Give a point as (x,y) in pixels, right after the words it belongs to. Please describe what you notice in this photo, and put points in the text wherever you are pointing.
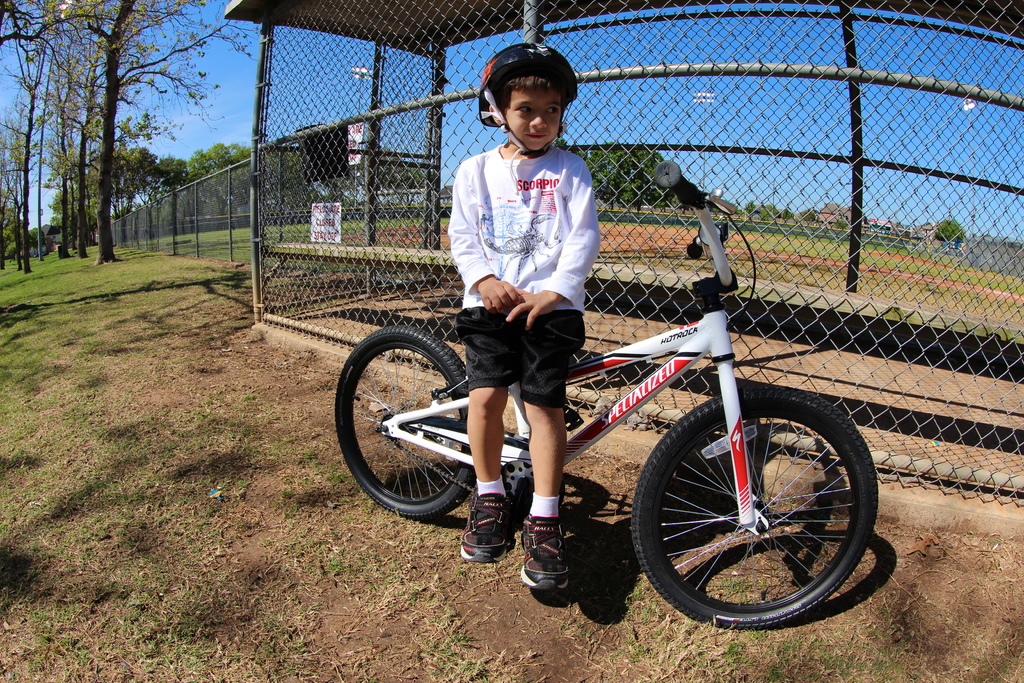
The picture consists of a boy (498,398) on bicycle (733,381) and ground (146,367) is of grass (238,481) and beside him there is railing (452,100).
